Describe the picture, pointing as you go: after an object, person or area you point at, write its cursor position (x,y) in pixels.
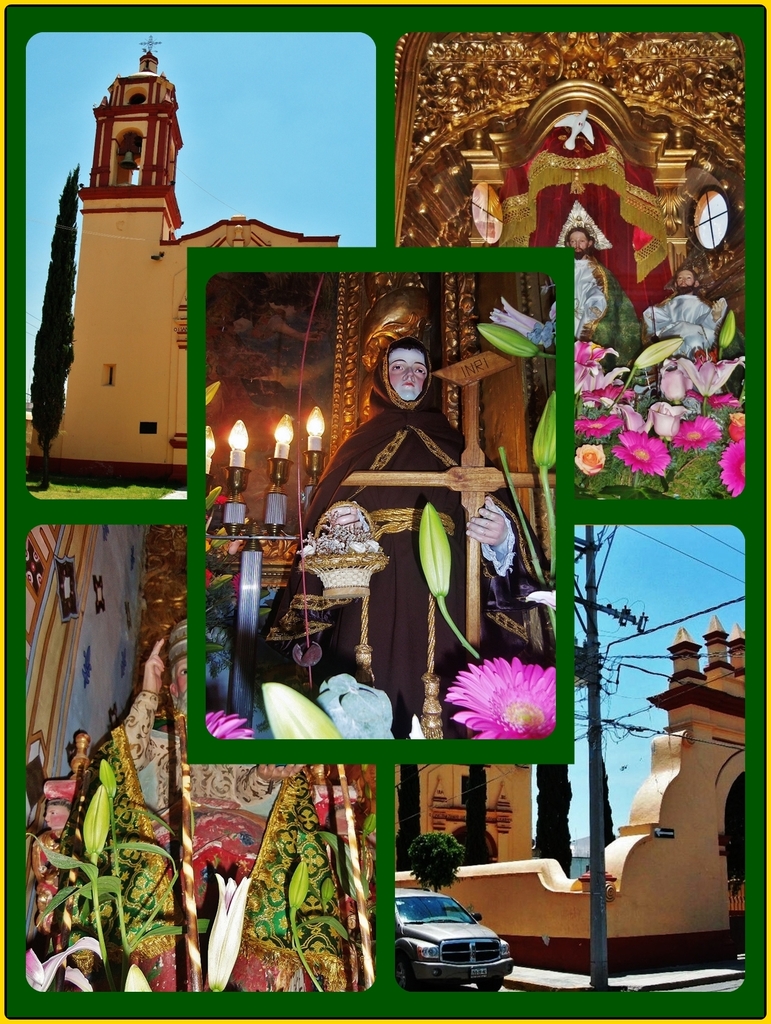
This is a collage image as we can see there are some buildings of churches (163,356) and statues (406,466) of some persons (585,297) as we can see in middle of this image (422,455) and there is a car (455,956) at bottom of this image (454,939).
